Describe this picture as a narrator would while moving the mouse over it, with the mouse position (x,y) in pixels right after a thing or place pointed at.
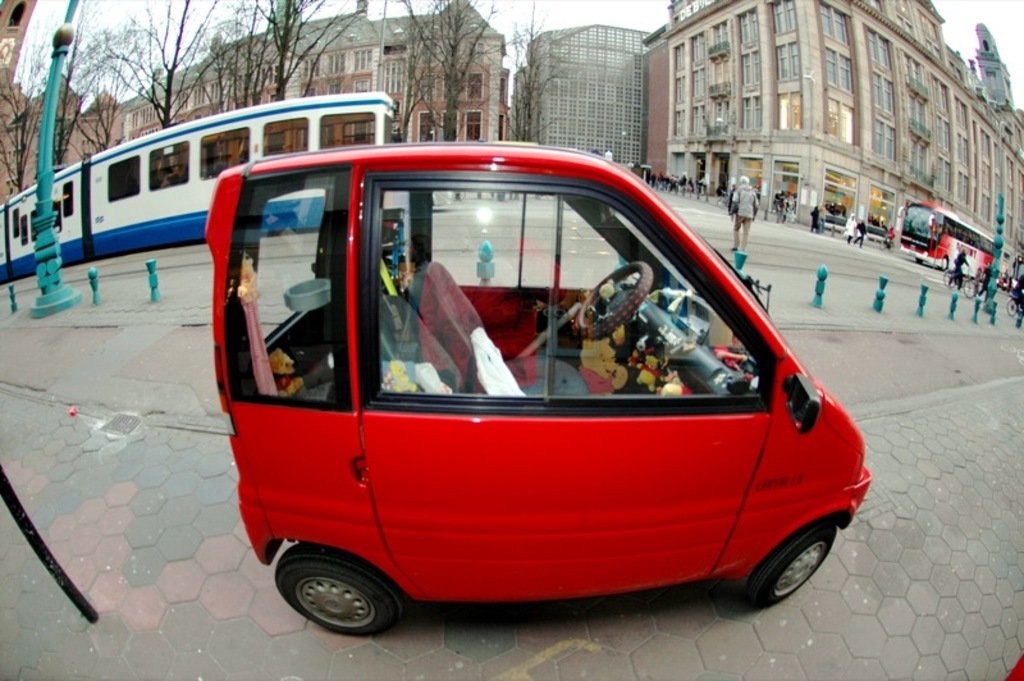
In the picture we can see a road (156,480) on it, we can see a car (756,481) which is red in color and behind it, we can see some poles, which are blue in color and behind it, we can see a train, bus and some people (750,222) are walking on the road (765,231) and in the background (447,56), we can see some trees (415,86) which are dried and behind it we can see buildings (872,96) with windows (875,143) and glasses (581,87) and behind it we can see a sky (408,10).
